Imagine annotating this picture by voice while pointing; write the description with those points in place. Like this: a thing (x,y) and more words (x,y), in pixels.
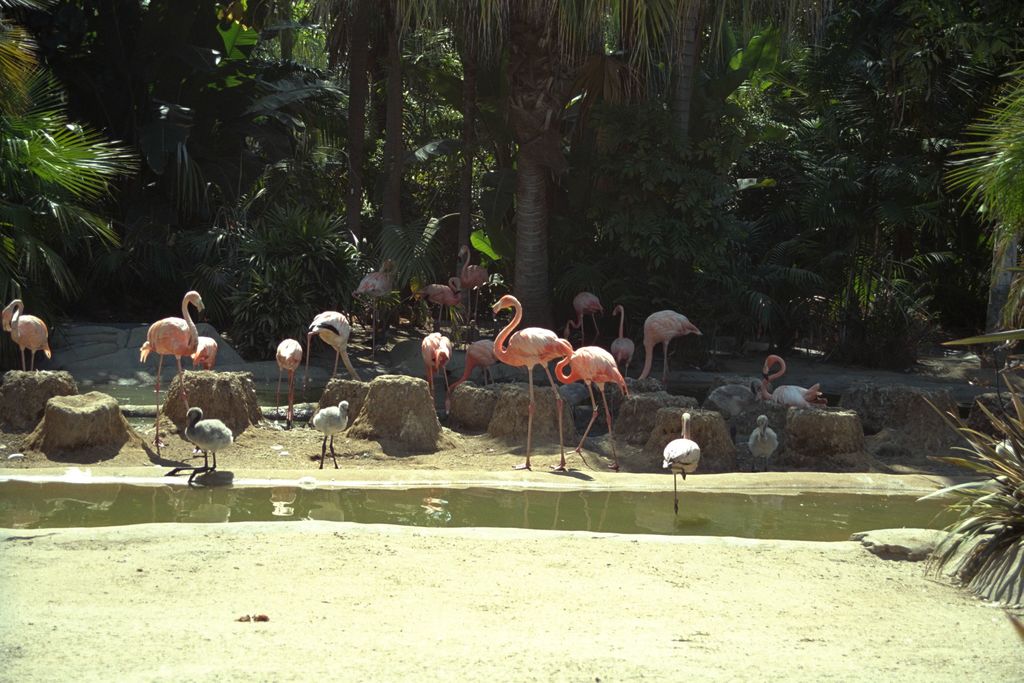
The picture is clicked outside. In the center (560,415) we can see the group of flamingos (522,360) standing on the ground (501,459) and we can see group of birds (757,457) and some other objects (701,432). In the background (1015,276) we can see the plants (887,259) and trees (269,150).
